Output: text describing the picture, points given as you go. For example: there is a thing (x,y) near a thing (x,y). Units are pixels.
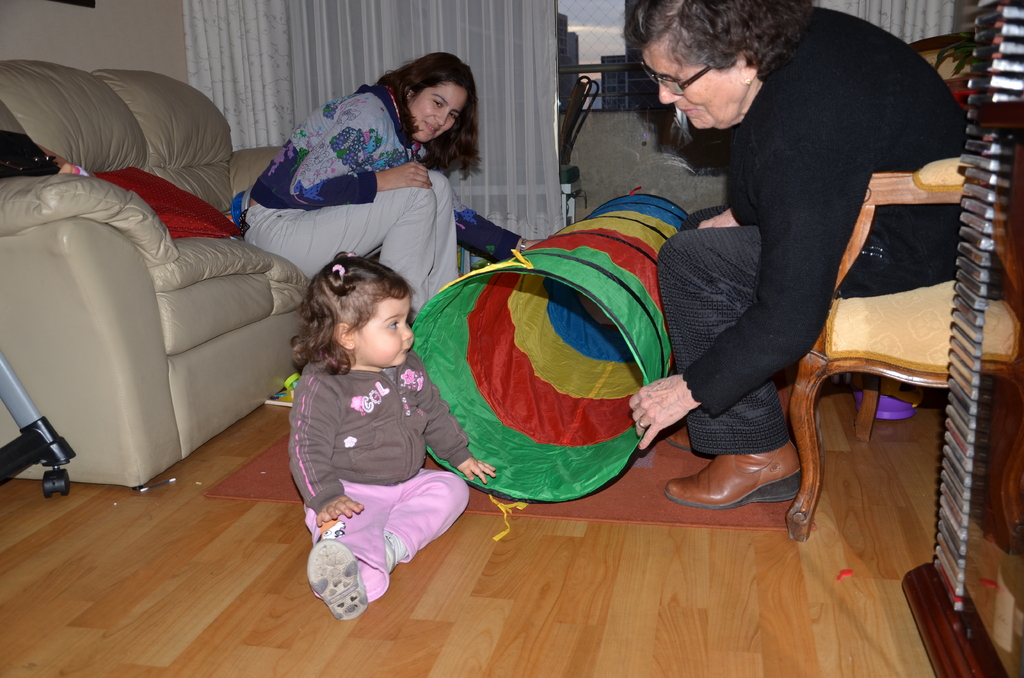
In this picture I can see a couple of women (387,214) sitting and I can see a sofa (166,240) and looks like a chair (944,295) on the right side (913,361) and I can see a girl (361,452) sitting on the floor (393,585) and I can see play tunnel (577,379) and curtains (490,50) and I can see buildings (605,98) from the glass window (602,48) and I can see sky (604,33).
